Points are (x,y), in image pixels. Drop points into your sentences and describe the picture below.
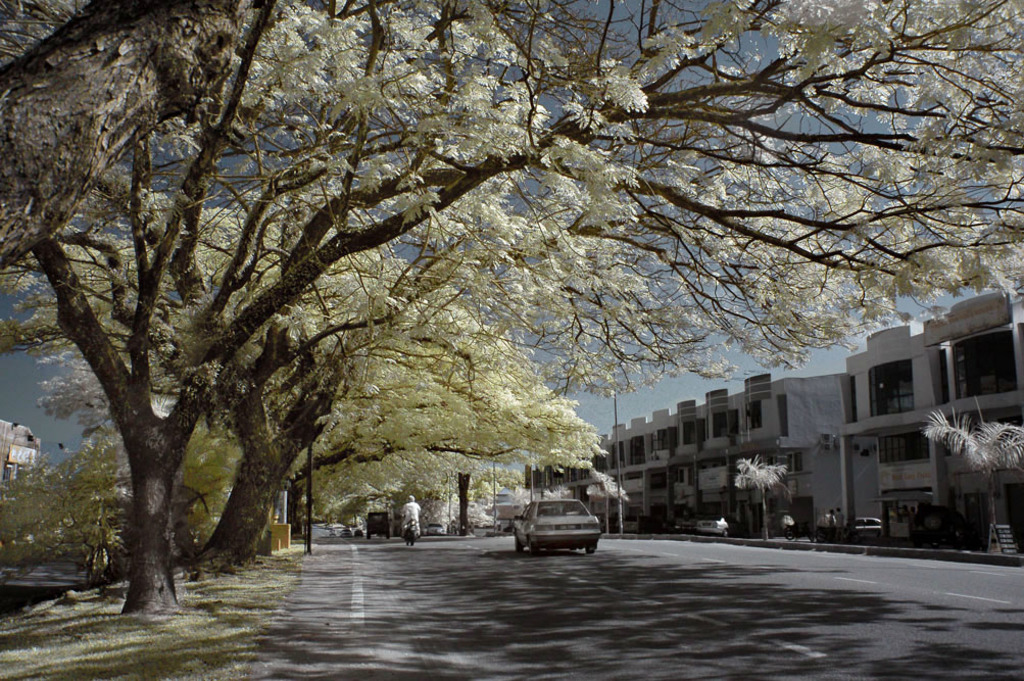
In the picture we can see a road (727,592) on it, we can see some vehicles (790,536) and beside the road (740,598) on the left hand side (241,566) we can see a grass surface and some trees (91,105) on it and on the right hand side (699,499) we can see some building (769,510) with windows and pillars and some cars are parked near it and in the background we can see a sky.
